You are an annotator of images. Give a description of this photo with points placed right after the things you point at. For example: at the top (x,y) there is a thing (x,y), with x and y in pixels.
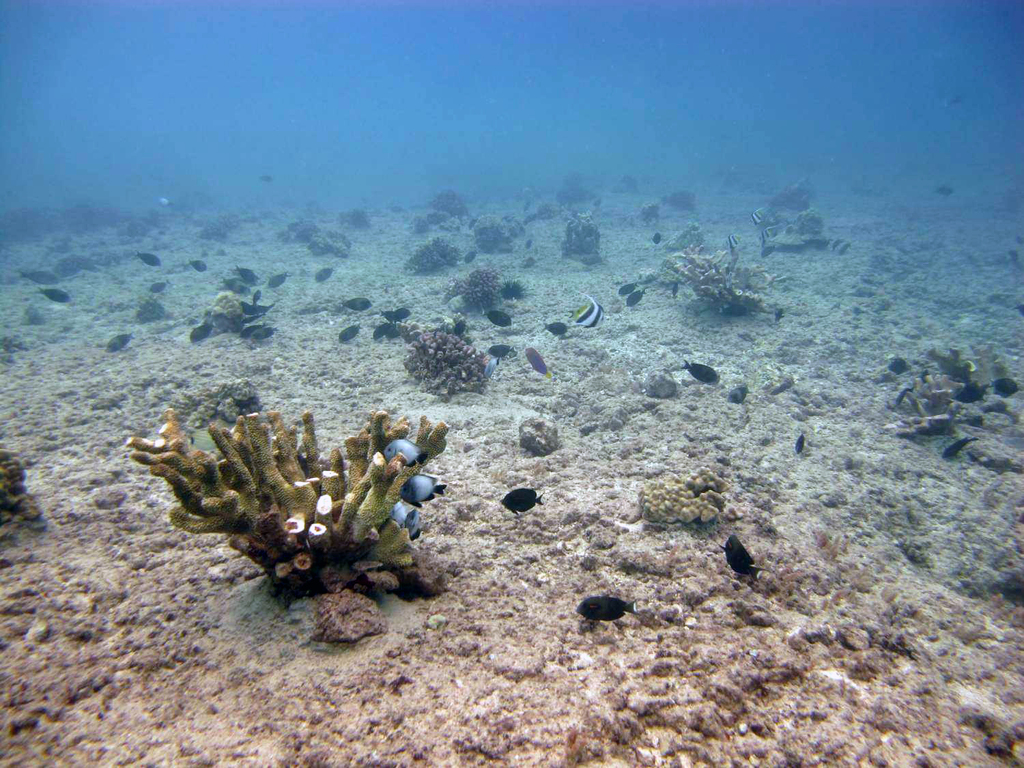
In this picture we can see plants (291,518) on the ground (293,364) and a group of fish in the water (753,95).
